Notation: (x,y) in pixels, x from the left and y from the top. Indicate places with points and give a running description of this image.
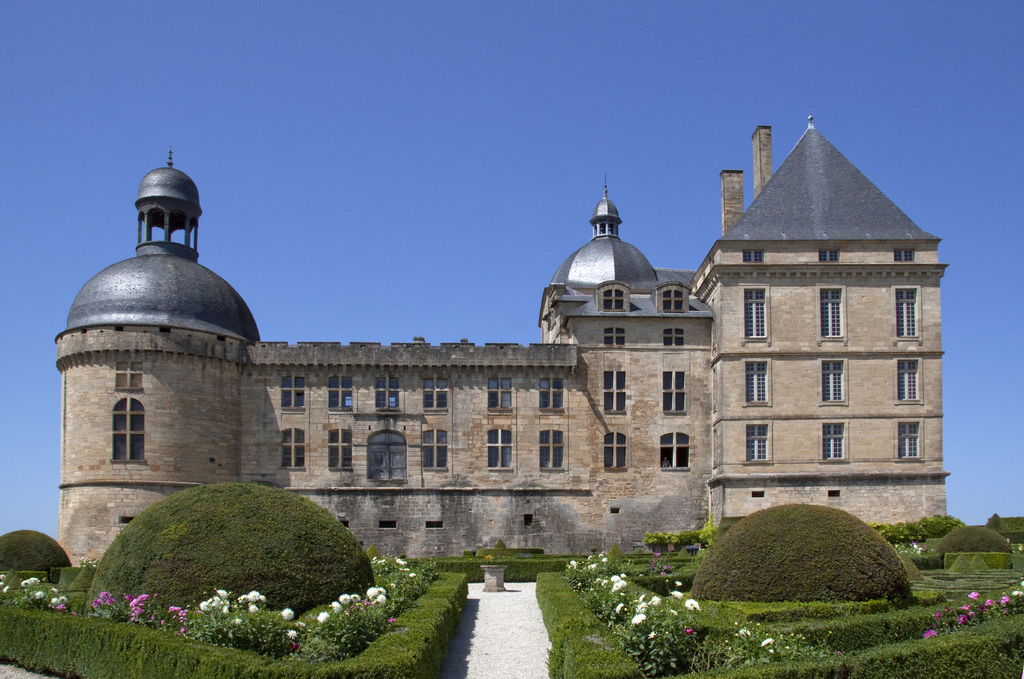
In the picture we can see a huge building (138,373) with many windows (429,526) to it and near it, we can see a garden (220,583) with full of plants (998,606) and flowers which are pink and white in color and in the background (100,109) we can see a sky (554,246).
